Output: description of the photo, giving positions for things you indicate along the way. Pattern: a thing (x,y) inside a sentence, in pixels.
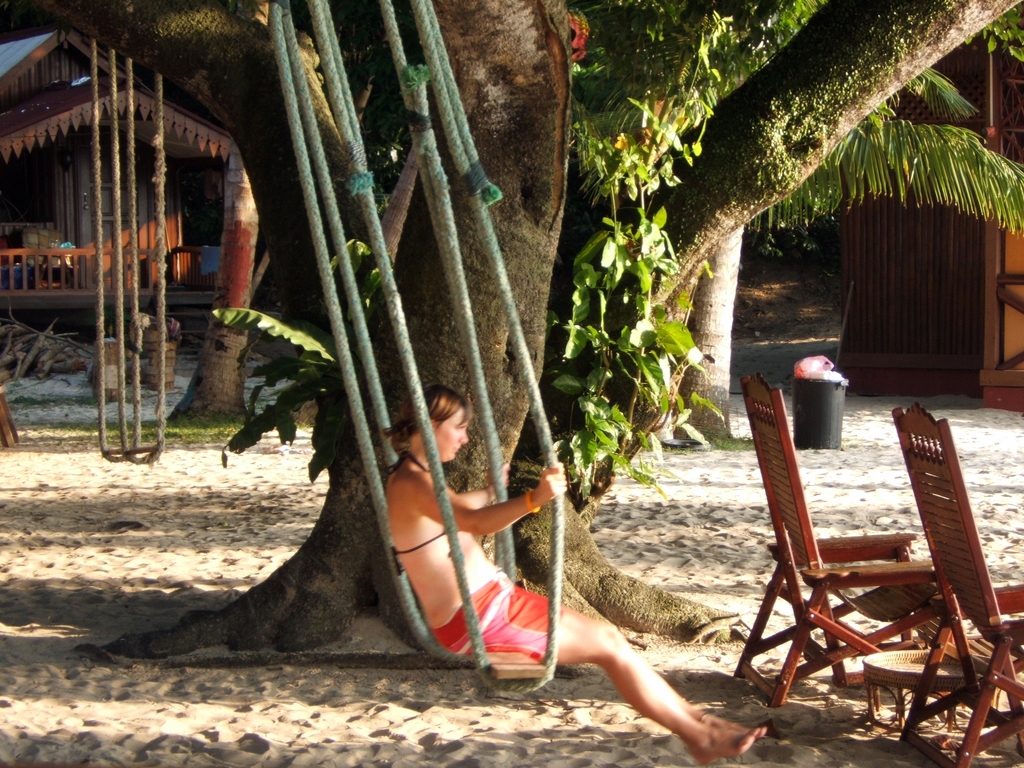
In this image I see a woman (407,506) who is sitting on a swing (316,18) and there are 2 chairs (1020,658) over here. In the background (601,583) I see 2 houses (9,58), trees (402,126), a garbage bin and another swing (161,103) over here.
